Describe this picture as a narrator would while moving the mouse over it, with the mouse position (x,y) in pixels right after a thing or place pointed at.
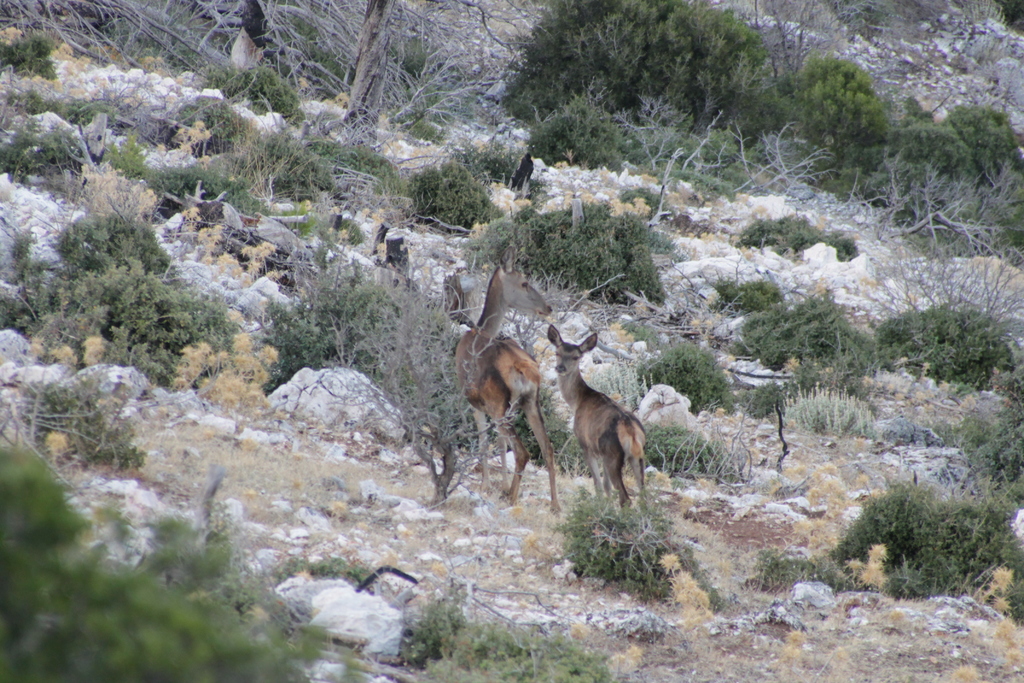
In the image we can see two animals (568,364), stones (375,421), grass (583,495) and plants (658,202).
